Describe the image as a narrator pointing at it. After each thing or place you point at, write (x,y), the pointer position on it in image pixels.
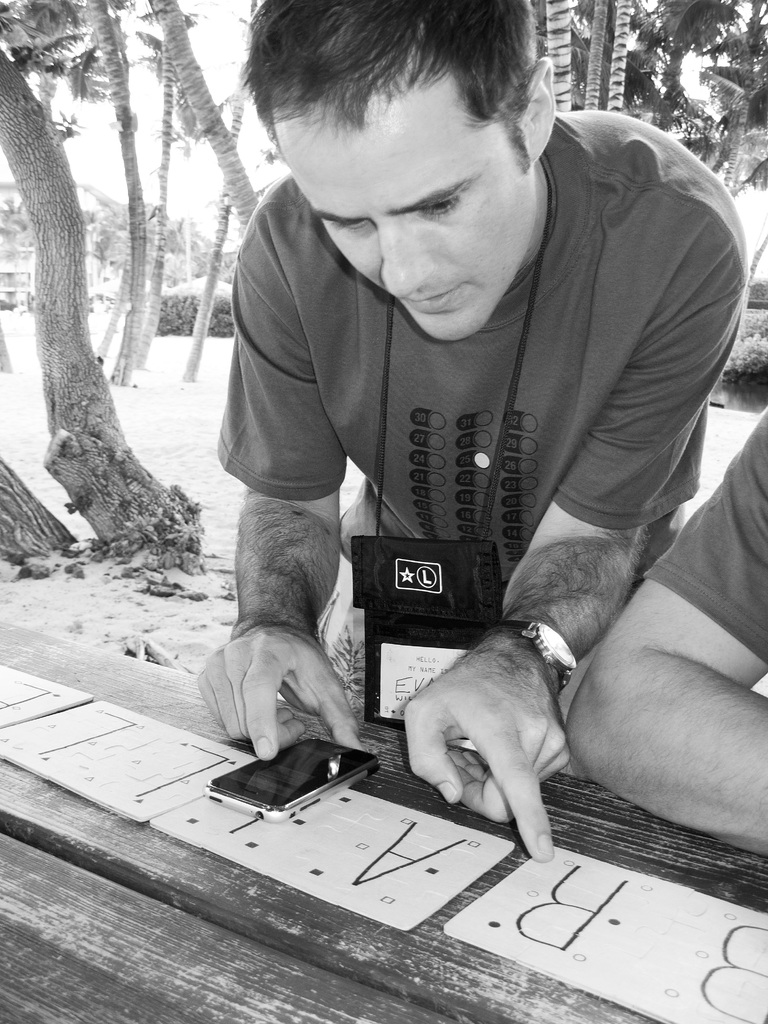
As we can see in the image in the front (270,405) there are two people (359,389) and table (192,966). On table (211,995) there is a mobile phone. In the background (16,160) there are trees (54,122) and sky (97,124).
